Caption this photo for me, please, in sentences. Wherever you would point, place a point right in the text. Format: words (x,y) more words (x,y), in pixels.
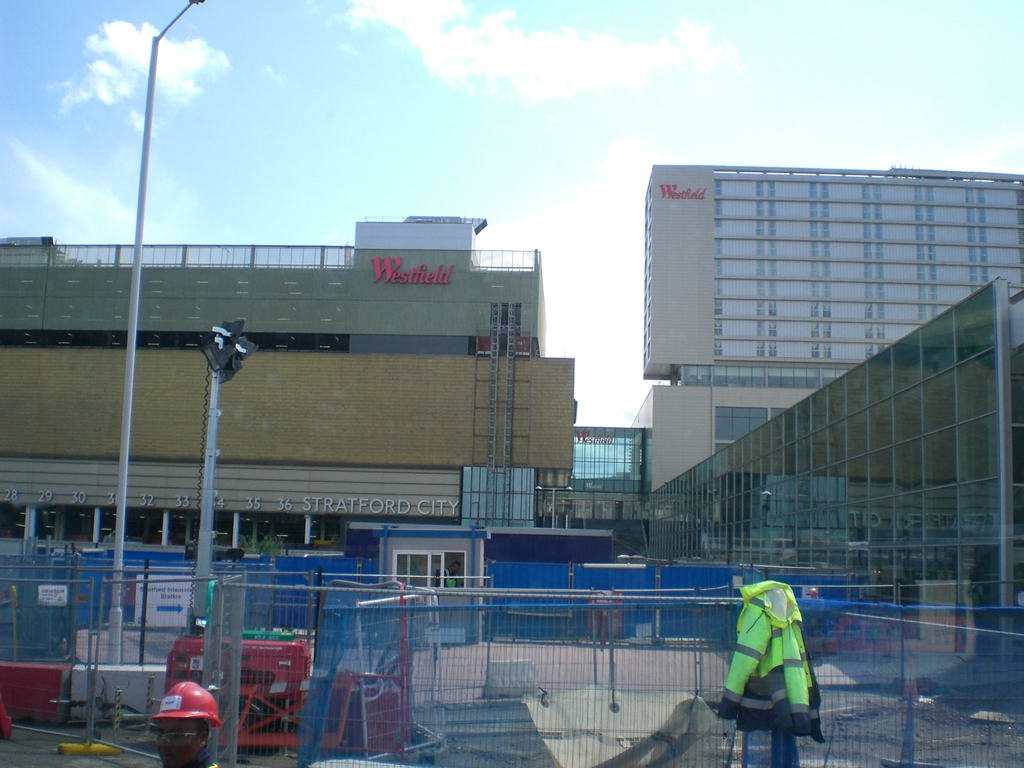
At the bottom of the image (592,608) there are many railings (57,573). And also there is a jacket (774,714), helmet (179,698) and red color machines (261,700). Behind them there are blue doors (554,577). And also there are poles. There are buildings (786,425) with walls (709,429), glasses (721,427) and names (450,266) on it. At the top of the image (416,152) there is sky (644,144).
